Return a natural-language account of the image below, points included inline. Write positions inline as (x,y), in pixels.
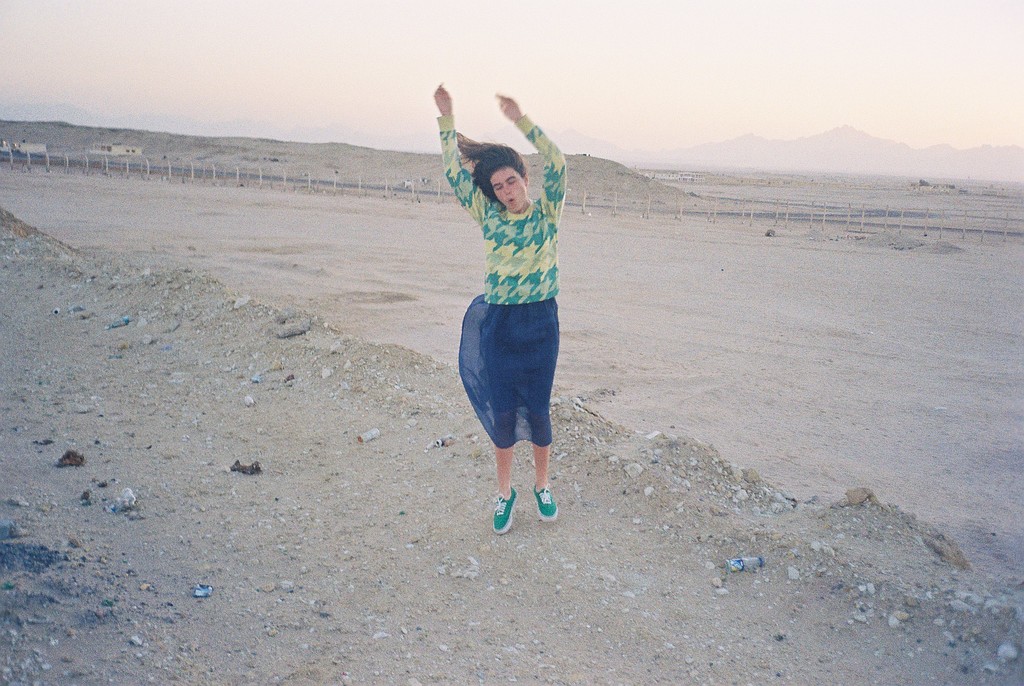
Background (1013,63) portion of the picture is blurred. In this picture we can see the sky (390,137), poles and hills (170,140). We can see a woman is jumping.
